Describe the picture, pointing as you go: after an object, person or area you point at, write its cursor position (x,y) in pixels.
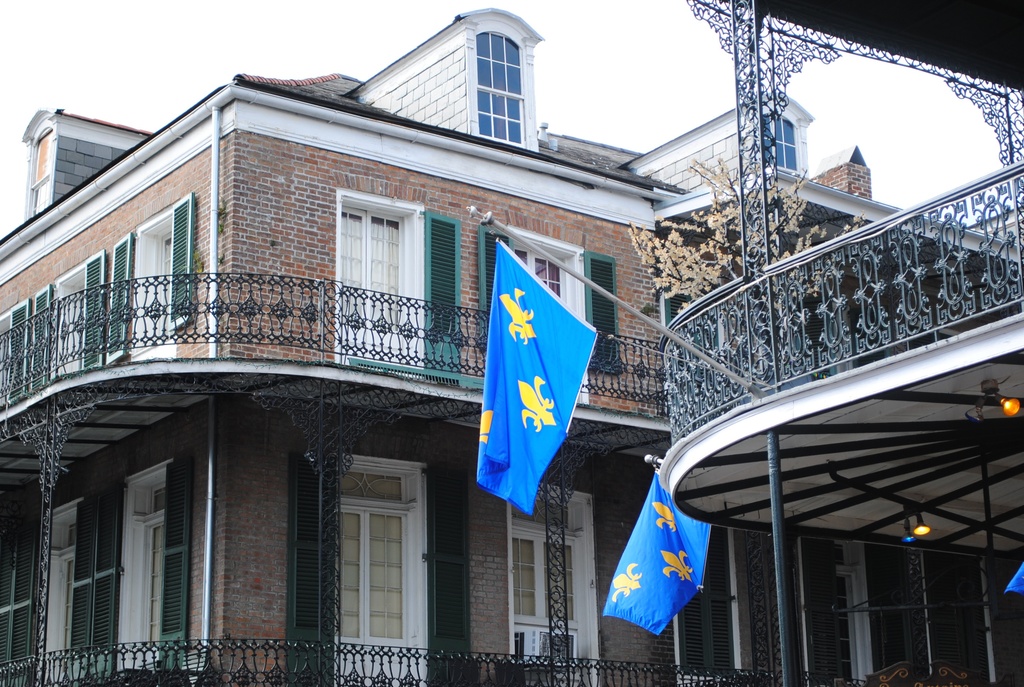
In the foreground of this image (515,360), there are two flags (498,267) to a building (871,420) and in the background (358,352), we can see building (268,295), door (376,282), pipes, windows (163,254) and the sky (209,50).
